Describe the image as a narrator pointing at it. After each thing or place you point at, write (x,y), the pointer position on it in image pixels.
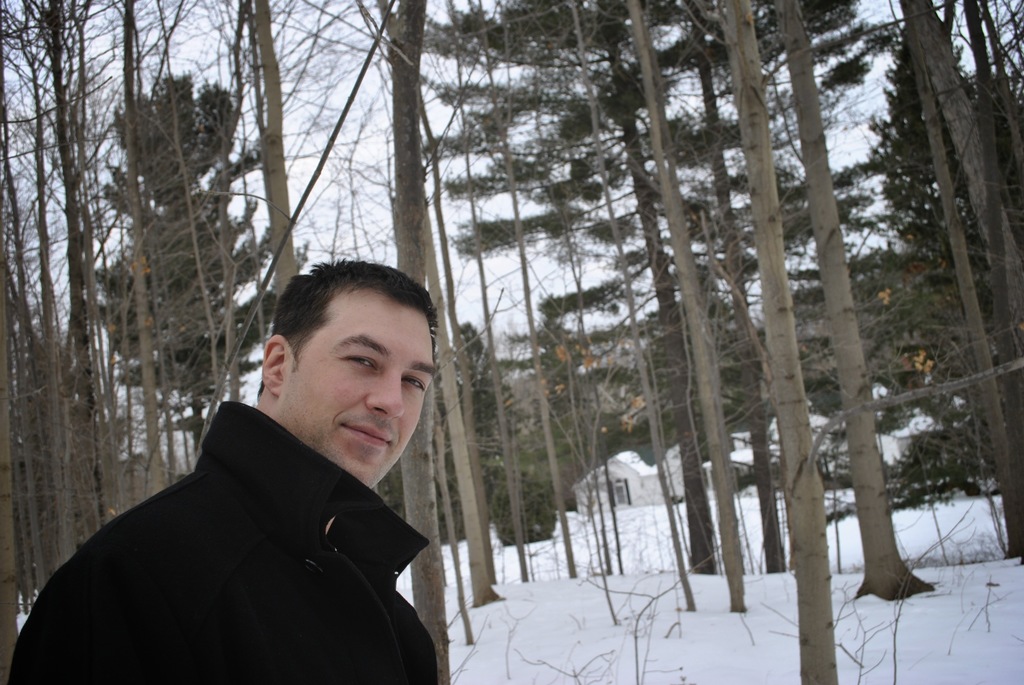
In this image, we can see a person (262,435) wearing a coat (337,556) and in the background (596,242), there are trees (699,470) and sheds (624,482). At the bottom (537,634), there is snow (521,597).
